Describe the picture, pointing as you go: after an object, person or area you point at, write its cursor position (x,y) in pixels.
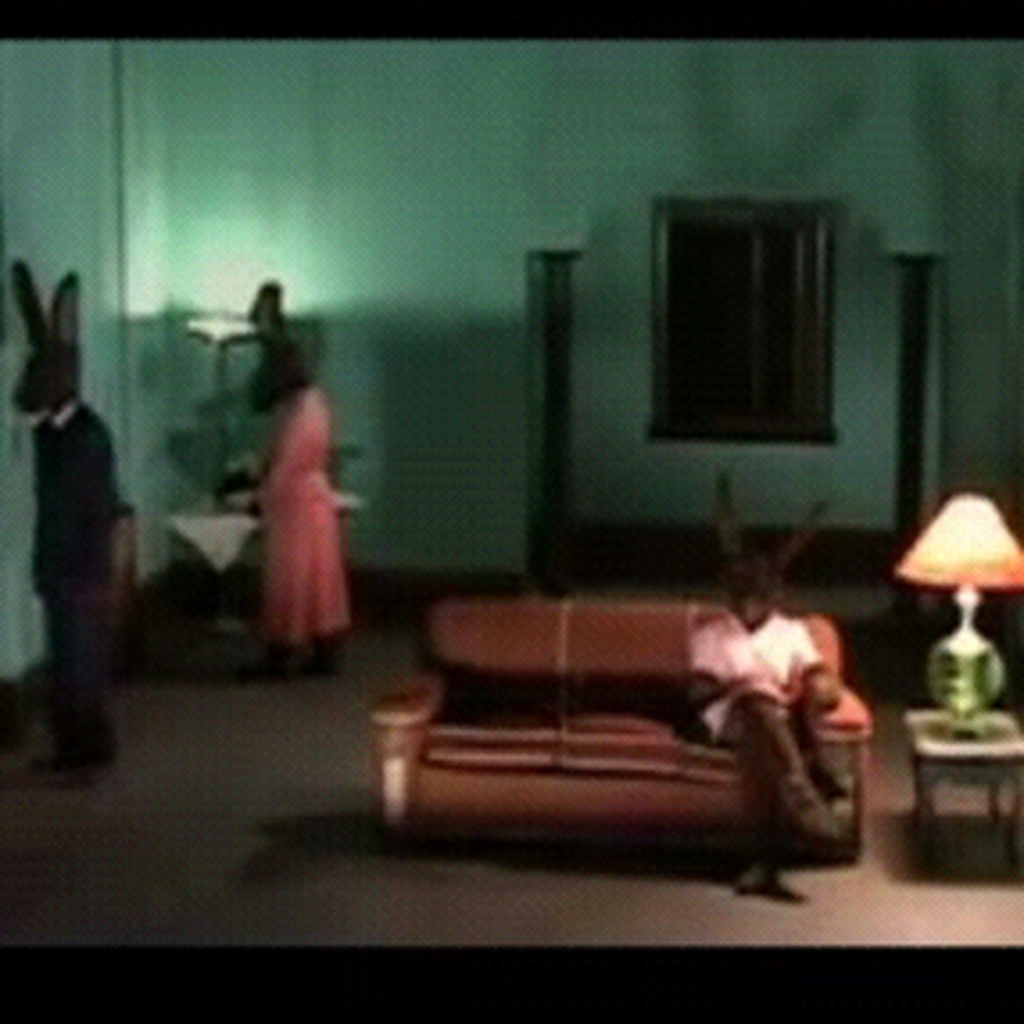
A person (734,666) is sitting on a sofa (592,742). Near to him a table (974,752), on the table (983,728) there is a table lamp (967,572). On the left side (300,473) there is a woman (308,518) and a man (96,518) is standing. In the background (305,167) there is a wall (487,228) and window (754,343).
